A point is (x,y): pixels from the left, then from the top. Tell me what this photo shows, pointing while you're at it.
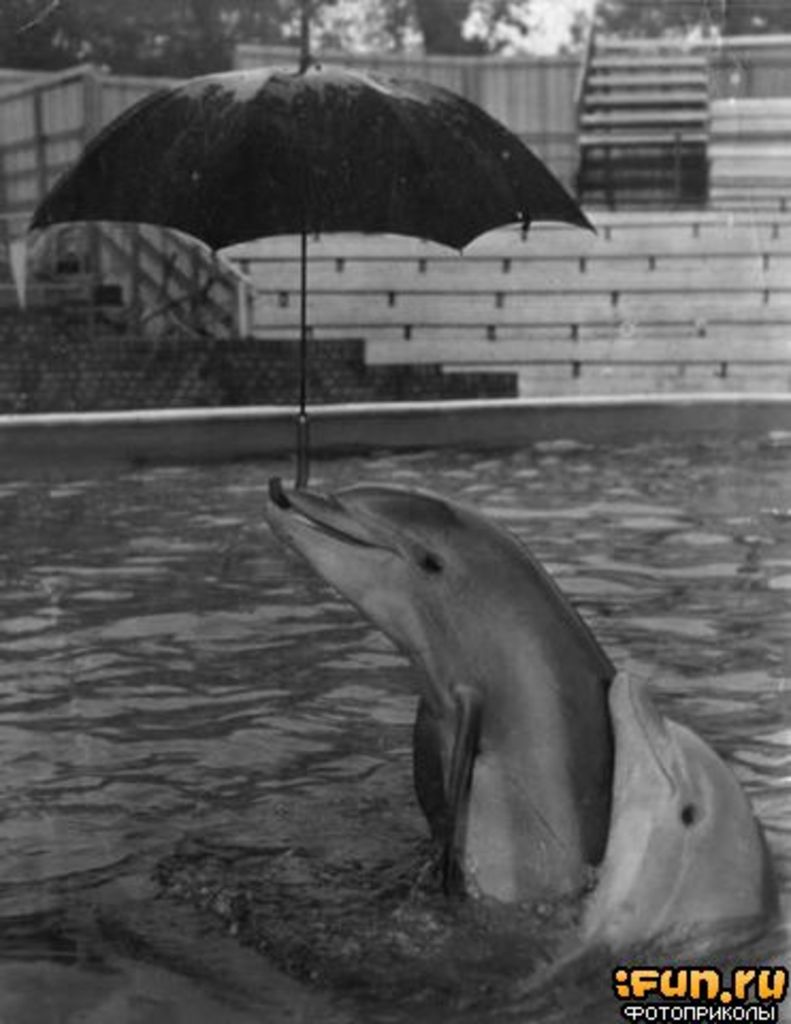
In this image, we can see a dolphin (467,648) in the water (621,633) with an umbrella (363,151). In the background (628,73), we can see stairs (663,145).
